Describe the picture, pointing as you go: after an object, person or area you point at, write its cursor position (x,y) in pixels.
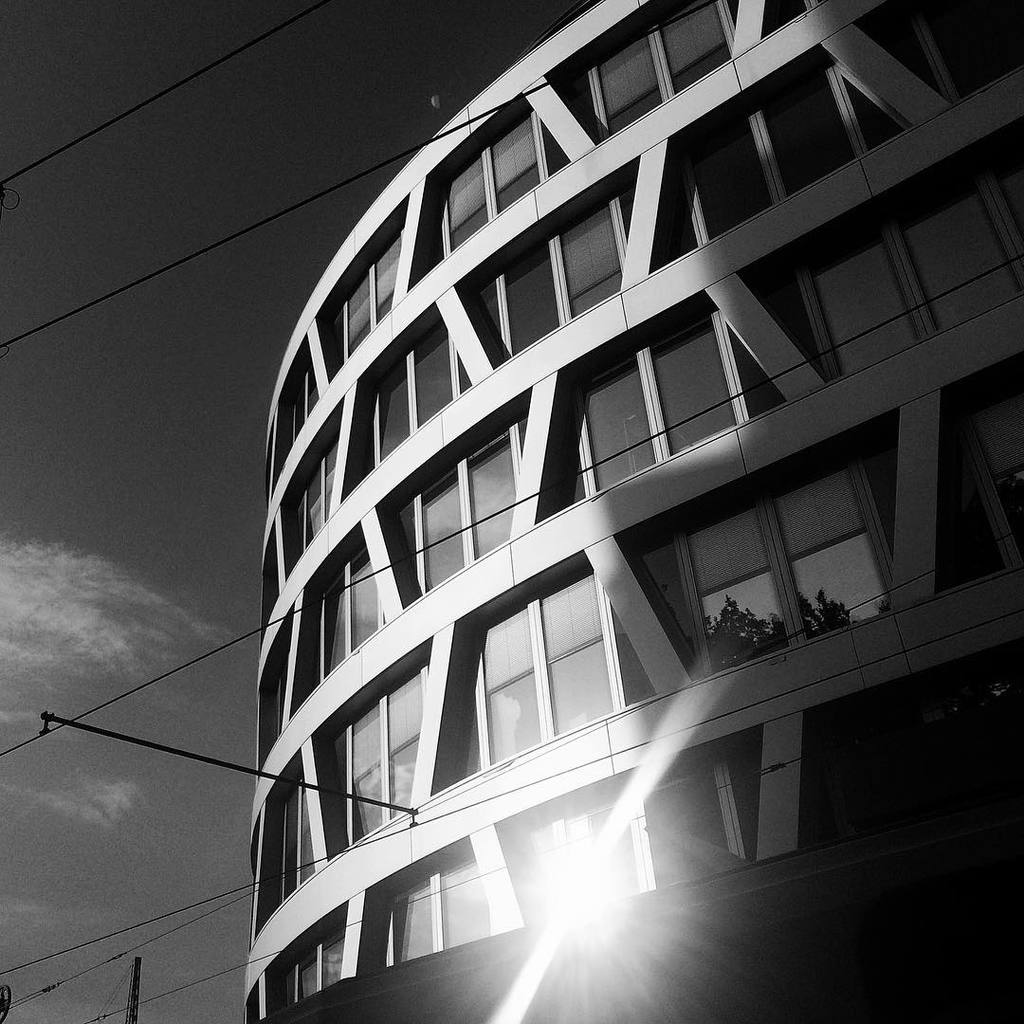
In this picture there is a building (397,442). On the left (192,301) we can see sky (175,292) and clouds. Here we can see electric wires (255,962) are connected to this pipe (273,778). In the reflection (807,636) we can see the tree (766,624) and sun (547,872).
